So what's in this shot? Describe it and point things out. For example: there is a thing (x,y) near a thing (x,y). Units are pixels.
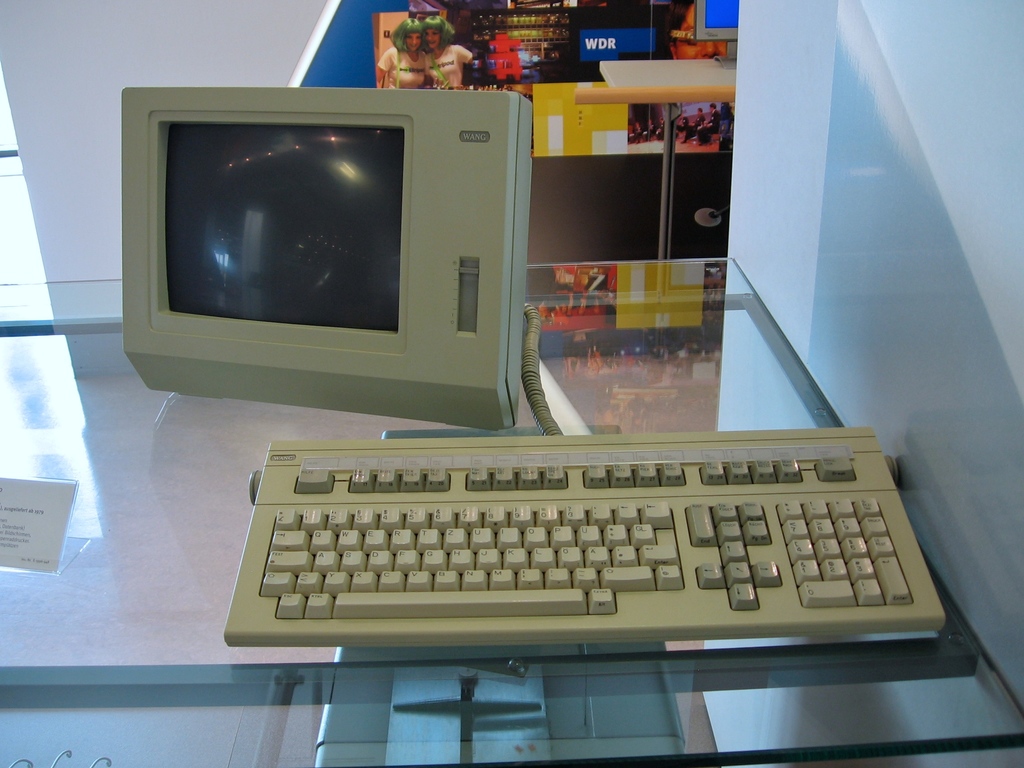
In this image we can see a keyboard (329,508), monitor screen (256,269) on the glass table (271,669). There is a poster (519,65) in the background of the image (559,60).
